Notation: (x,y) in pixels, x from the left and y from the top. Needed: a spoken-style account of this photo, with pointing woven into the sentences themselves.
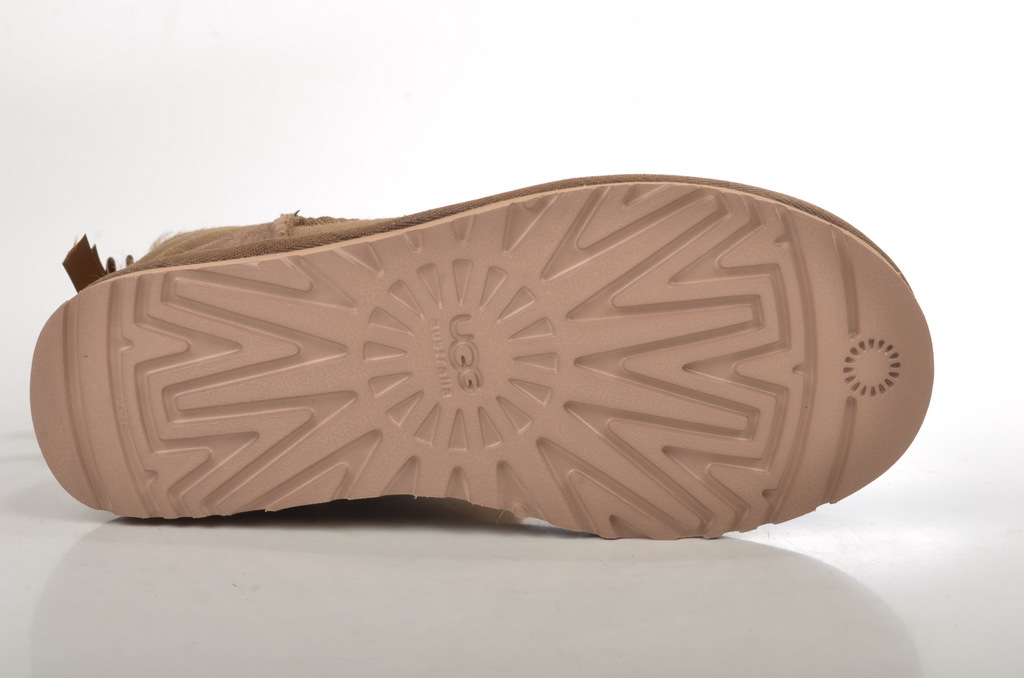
In this image we can see a shoe (408,346) on the white surface (570,538). In the background (343,146) we can see the plain wall (863,131).
